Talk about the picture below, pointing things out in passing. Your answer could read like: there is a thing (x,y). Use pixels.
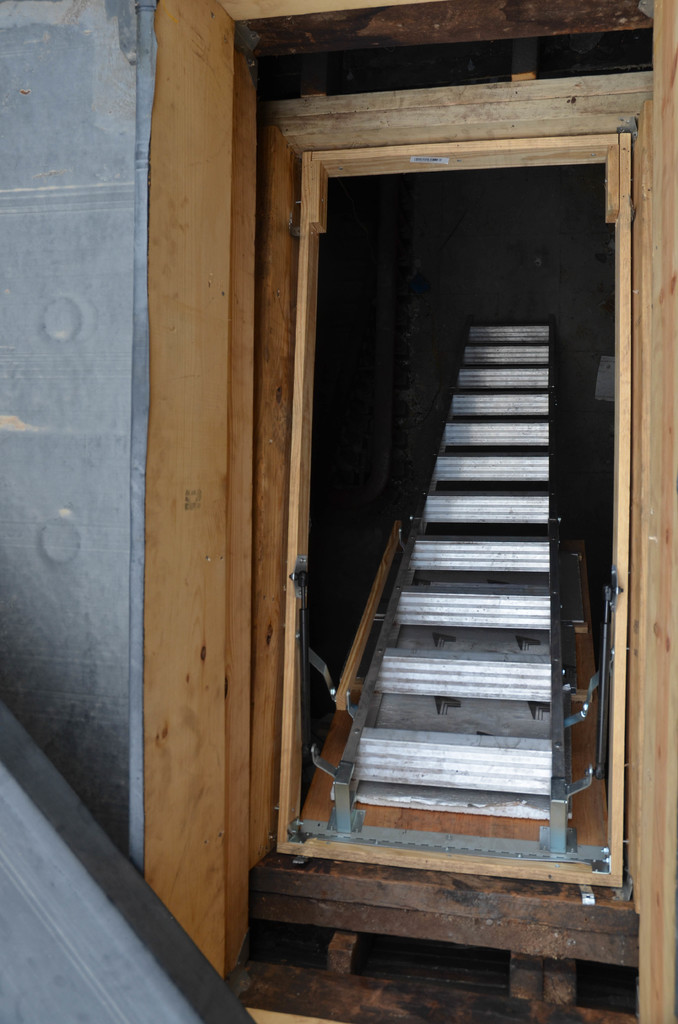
In this image we can see a wooden frame (260,389) and a ladder (414,625).
